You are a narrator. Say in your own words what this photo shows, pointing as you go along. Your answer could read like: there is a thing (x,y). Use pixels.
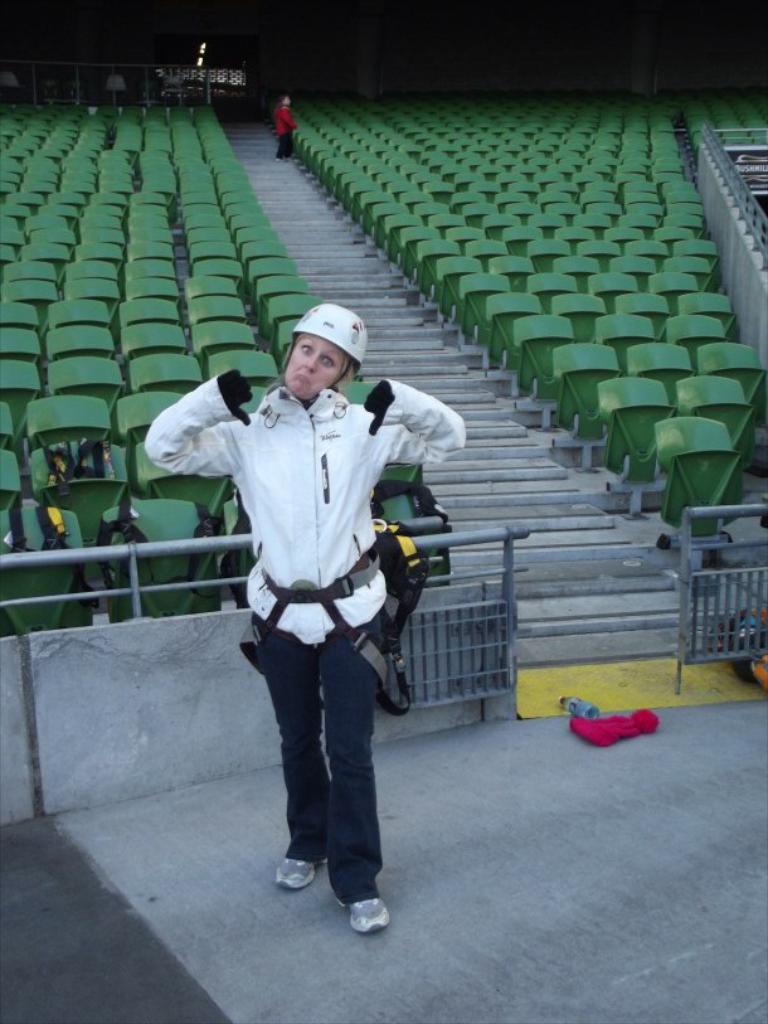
In this picture we can see a person (301,668) standing on the floor (406,861), behind we can see staircases (384,296), chairs (189,357).
